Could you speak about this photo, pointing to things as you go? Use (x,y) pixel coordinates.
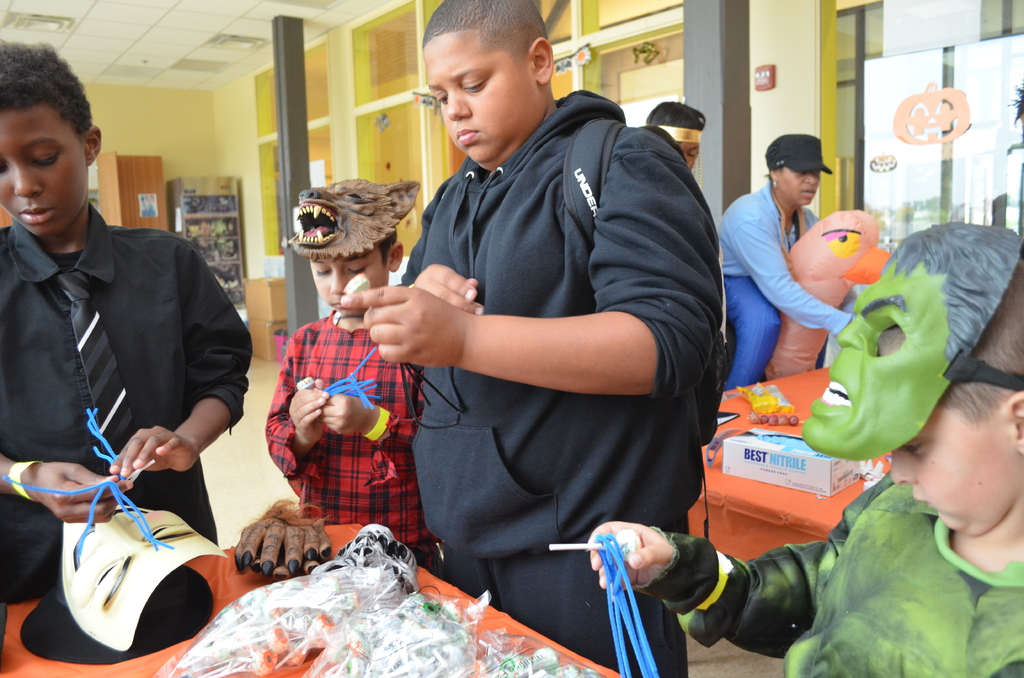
In this image in the foreground (169,426) there are some child (75,281) standing and some of them are wearing mask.
